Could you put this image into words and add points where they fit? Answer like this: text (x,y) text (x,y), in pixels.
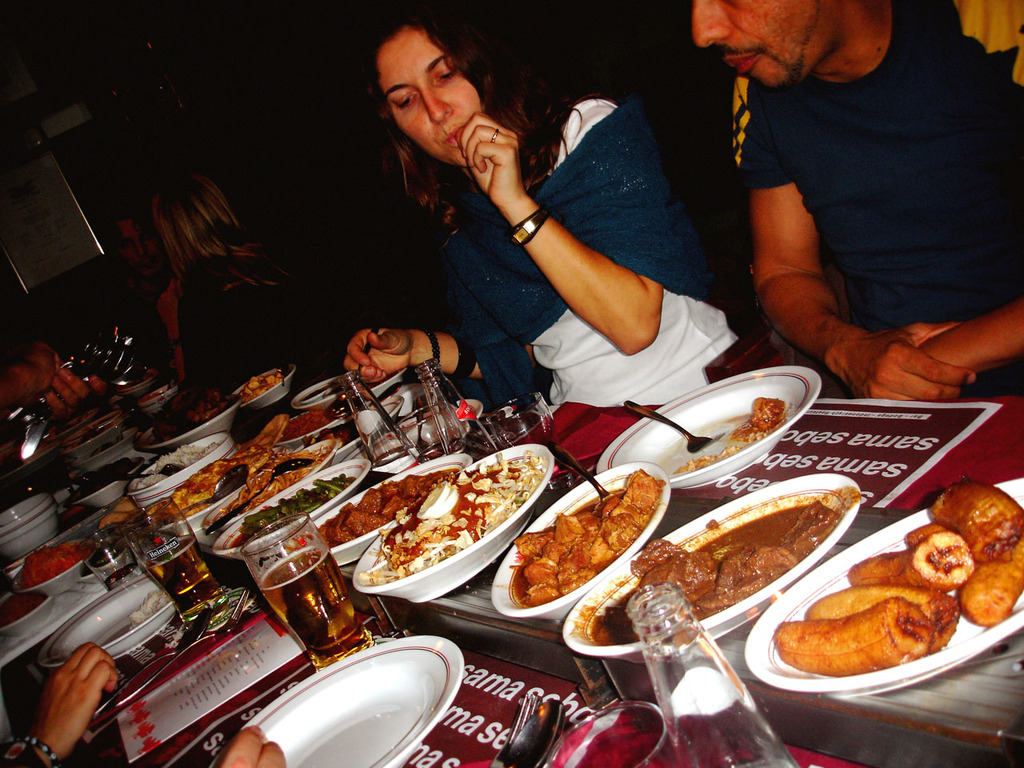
In this image, there are four people (592,242) sitting. In front of these people (602,343), I can see a table (483,702) with plates (435,695), bowls (88,453), food items (373,525), glasses (269,546), spoons (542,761), forks (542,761) and few other objects (388,605). On the left side of the image (37,393), I can see a person's hand (54,373) holding the spoons (90,367) and there is a board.
